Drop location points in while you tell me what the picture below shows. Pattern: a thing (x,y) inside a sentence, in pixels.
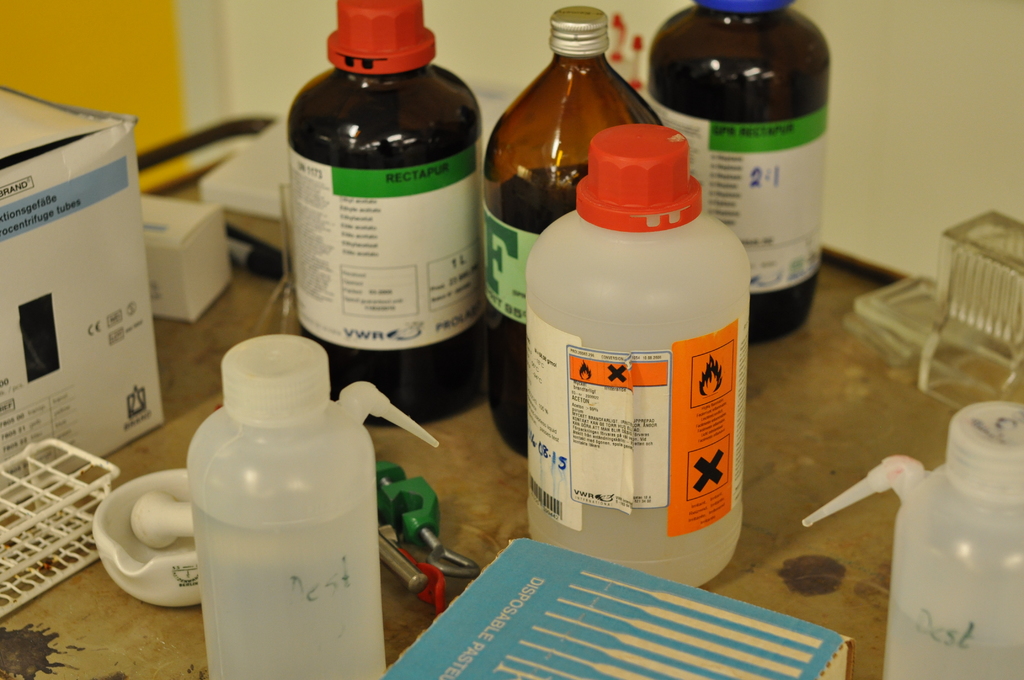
In this image there are group of bottles (616,424) placed on a table (824,430). This is a paper box (49,303) and this is a bowl (165,574). Some other objects (416,543) are also placed on the table (803,468). This looks like a plastic box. There are three glass bottles (698,72) and three plastic bottles (552,491) on the table (839,432).
